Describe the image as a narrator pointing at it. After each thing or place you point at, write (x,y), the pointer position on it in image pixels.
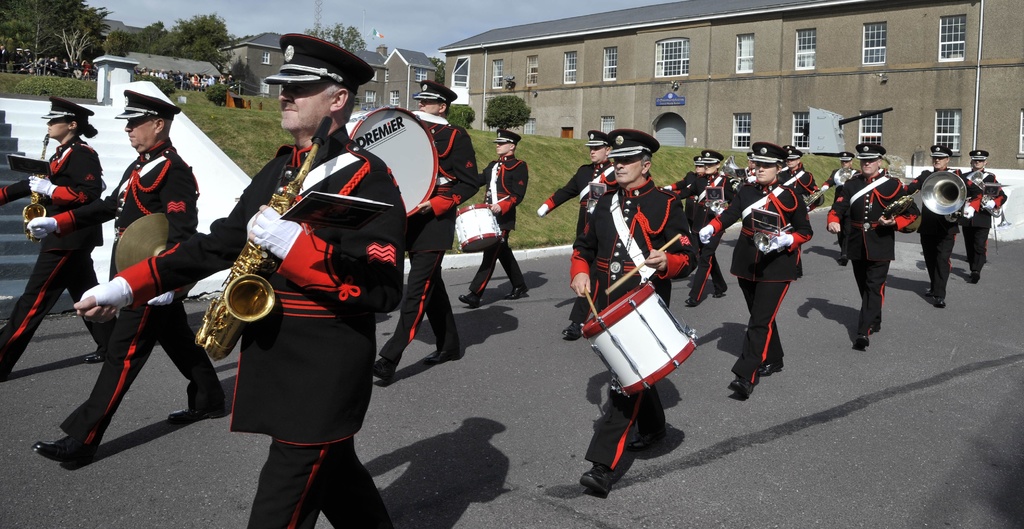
In the image I can see few people (657,288) holding different musical instruments (314,144) and wearing black and red color dress (366,257). Back I can see few buildings (520,67), glass windows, trees (48,35), stairs (2,220) and flag (379,37). The sky (439,28) is in blue color.
